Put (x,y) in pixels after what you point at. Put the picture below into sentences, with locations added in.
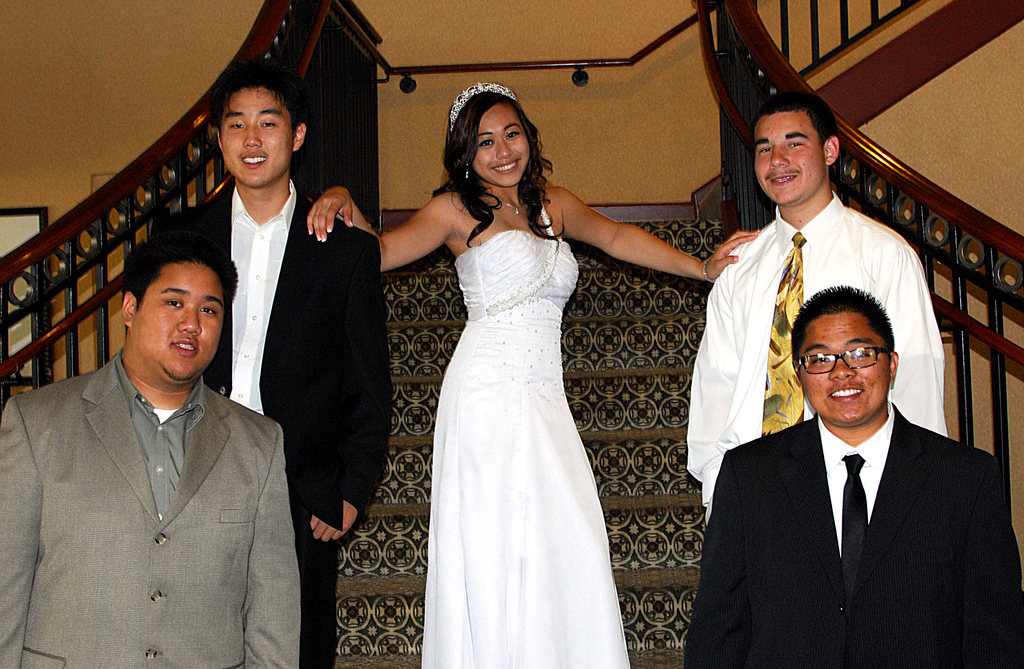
In the center (486,347) there is a lady (489,380) wearing crown (484,85) and gown (471,366) is standing on the steps (403,525). On the sides there are four men (771,324) standing. Also there are railings (209,131) on the sides.
